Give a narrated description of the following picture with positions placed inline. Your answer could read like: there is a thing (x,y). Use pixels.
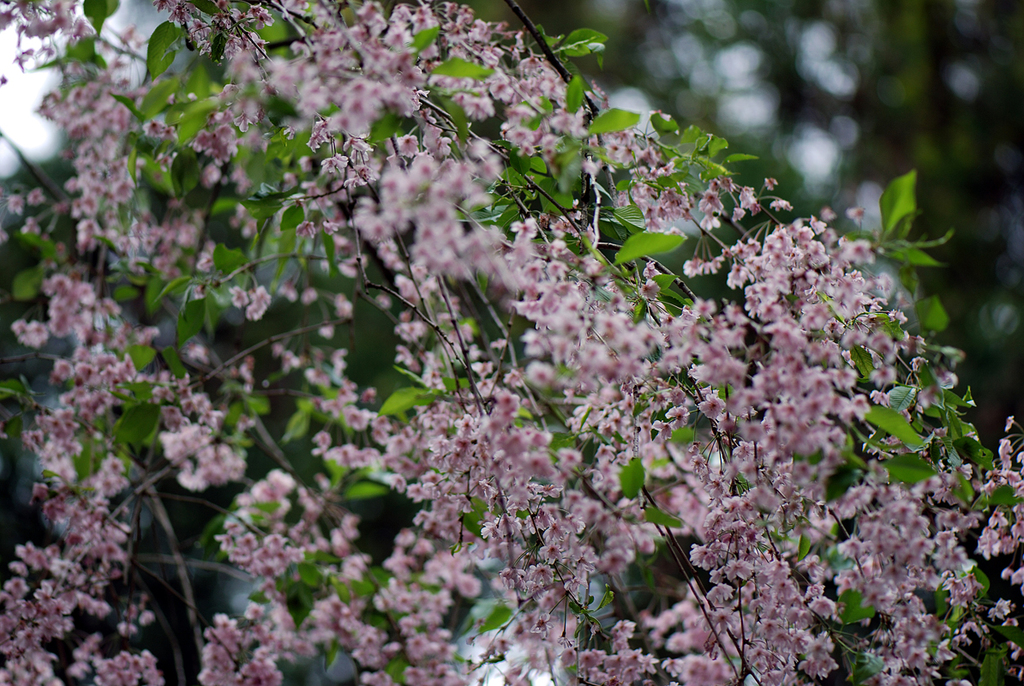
This picture is taken from outside of the city. In this image, we can see some trees (452,150) with flowers (483,101). In the background (601,27), we can see some trees (991,122). On the left side (32,110) top, we can see white color.
